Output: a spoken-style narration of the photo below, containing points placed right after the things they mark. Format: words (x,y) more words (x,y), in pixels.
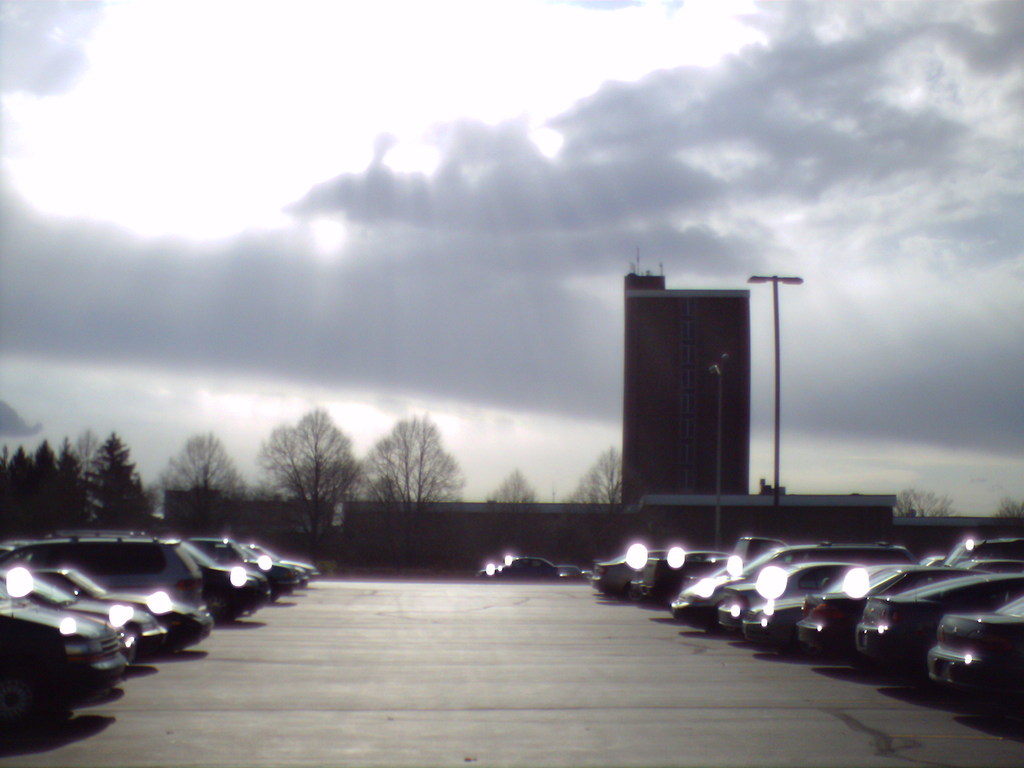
In this picture we can see vehicles (73,545) on the ground (425,599), wall (377,556), building (672,445), poles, trees (603,474) and in the background (483,468) we can see the sky (565,311) with clouds (390,346).
